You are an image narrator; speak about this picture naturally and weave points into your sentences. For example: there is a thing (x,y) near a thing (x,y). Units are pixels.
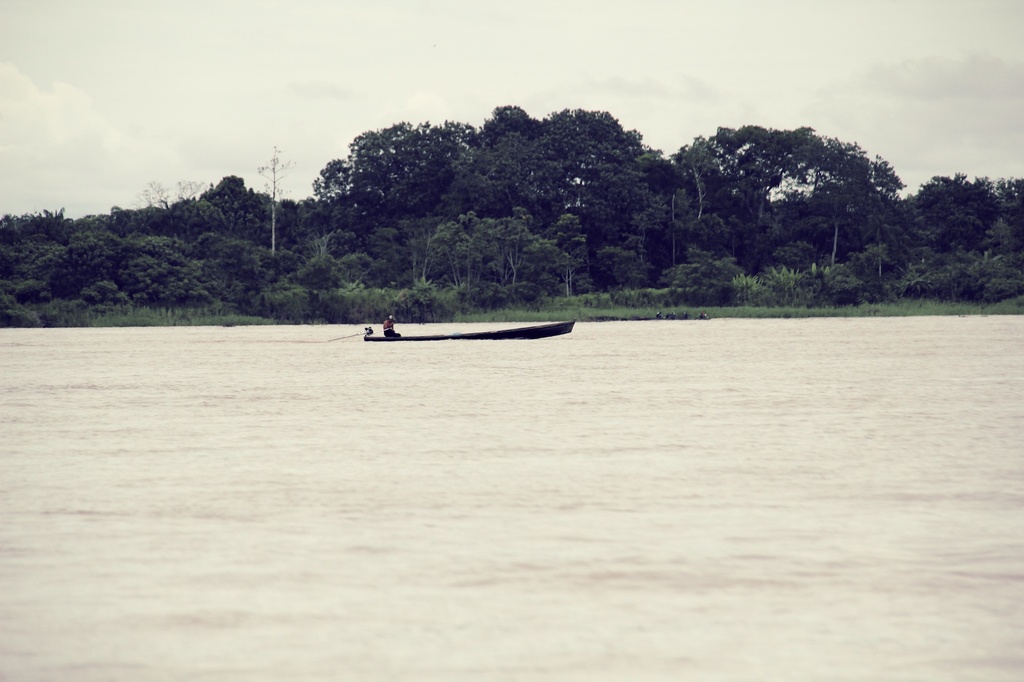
In the foreground of the picture (320,418) there is water (550,438), in the water (536,369) there is a boat (391,335). In the center of the picture (511,302) there are trees (459,217), plants (740,279) and grass (106,308). Sky (906,81) is cloudy.
